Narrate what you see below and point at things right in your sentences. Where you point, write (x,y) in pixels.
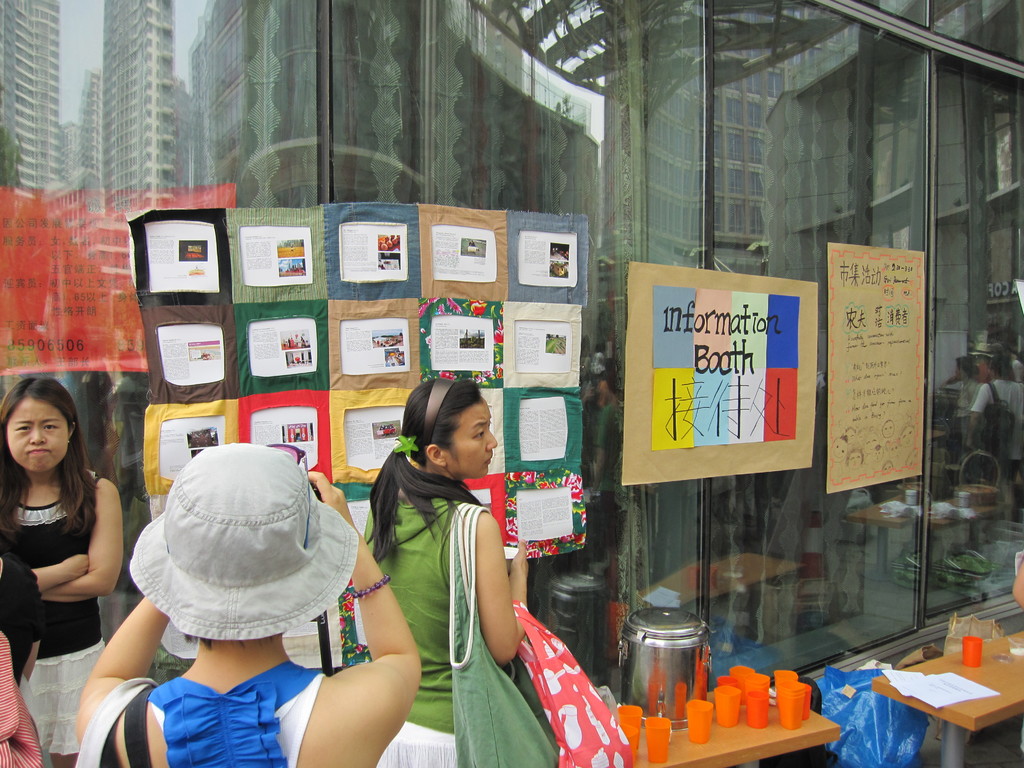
In this image I can see a group of women (281,594) are standing. I can also see there are few tables (934,673) with glasses (721,685) and other objects (692,673) on it.
